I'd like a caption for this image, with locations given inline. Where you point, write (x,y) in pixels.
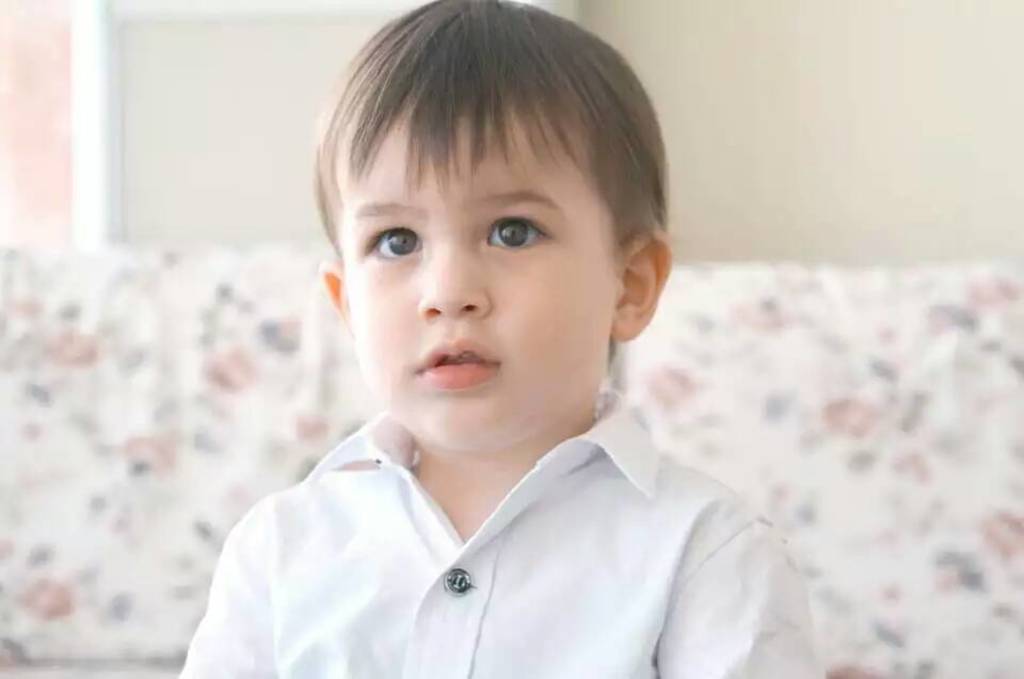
In this picture we can see a boy (345,443) in the white shirt (436,550) and behind the boy (433,404) there is an object (21,410) and a wall (793,86).
